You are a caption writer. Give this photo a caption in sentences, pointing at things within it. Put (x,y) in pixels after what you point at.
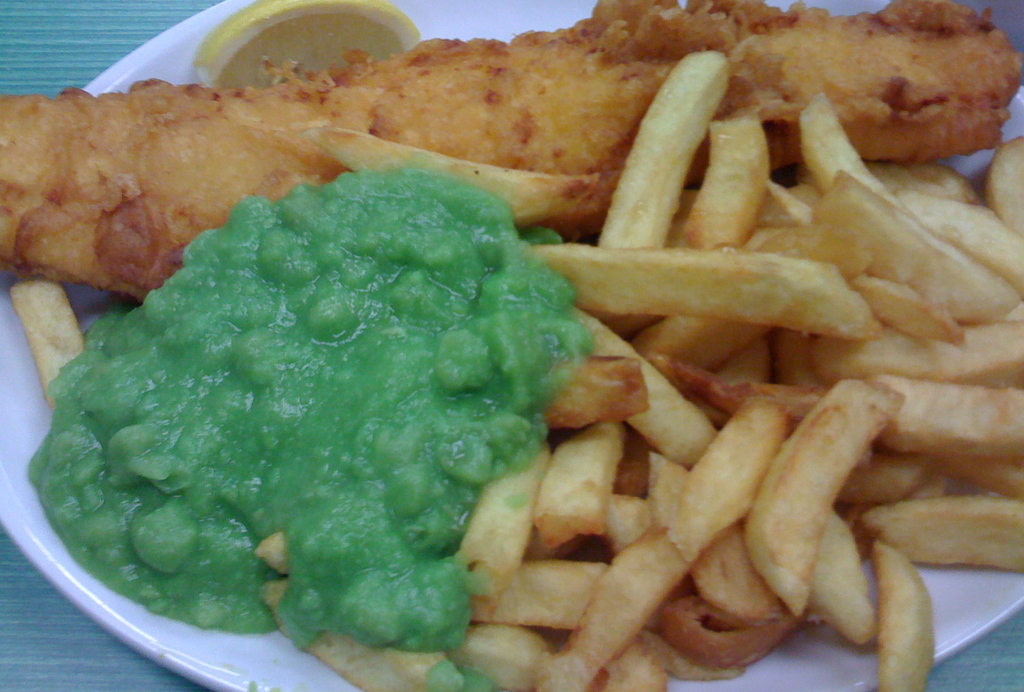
In this picture we can see food items (283,84) on a white plate (236,638) and this plate (9,323) is placed on a surface (113,672).
